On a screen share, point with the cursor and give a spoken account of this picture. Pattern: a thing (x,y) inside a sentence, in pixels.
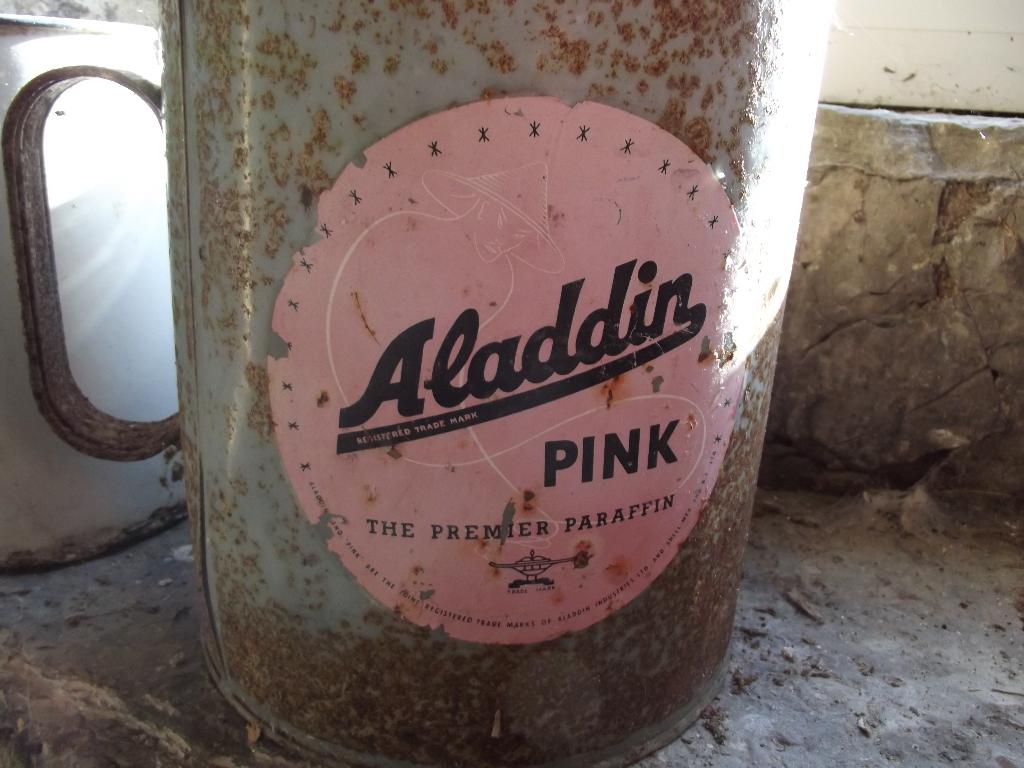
In this picture there is a steel can (379,559), on a concrete surface (909,537). On the left (135,223) it is looking like a mug (41,231).
